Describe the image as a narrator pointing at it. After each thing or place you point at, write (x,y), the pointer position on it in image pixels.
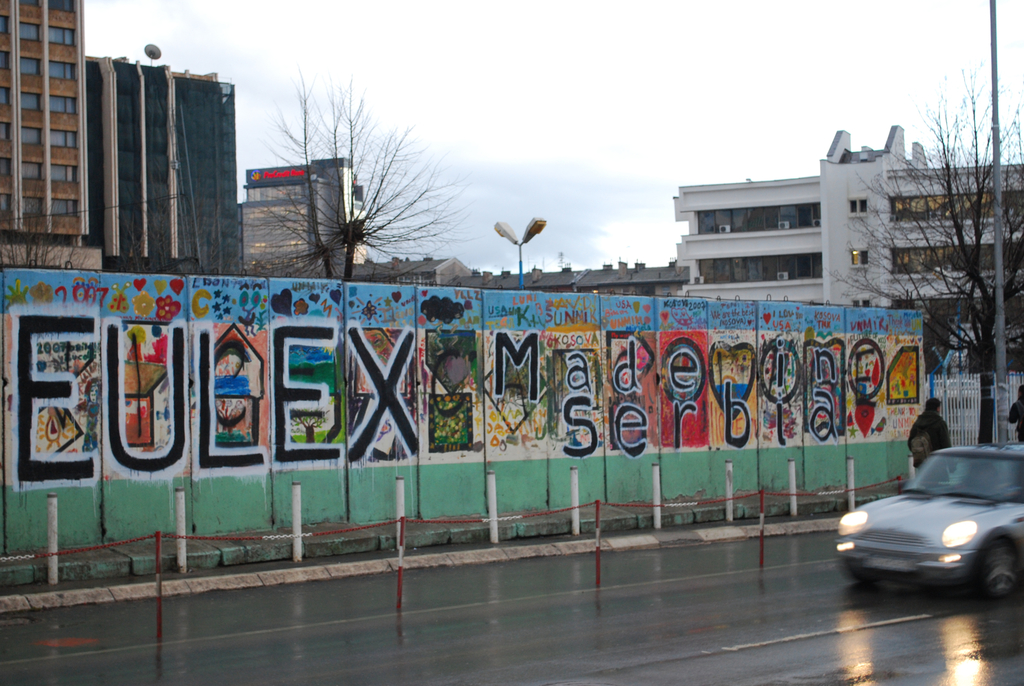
The picture is taken outside of the room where one car (928,493) is present and at the right corner (917,443) there are two people (916,422) walking and there is one big wall (714,346) with some painting (472,346) on it and behind the wall (303,293) there are trees (383,240) and buildings (217,213) are present in the picture.
